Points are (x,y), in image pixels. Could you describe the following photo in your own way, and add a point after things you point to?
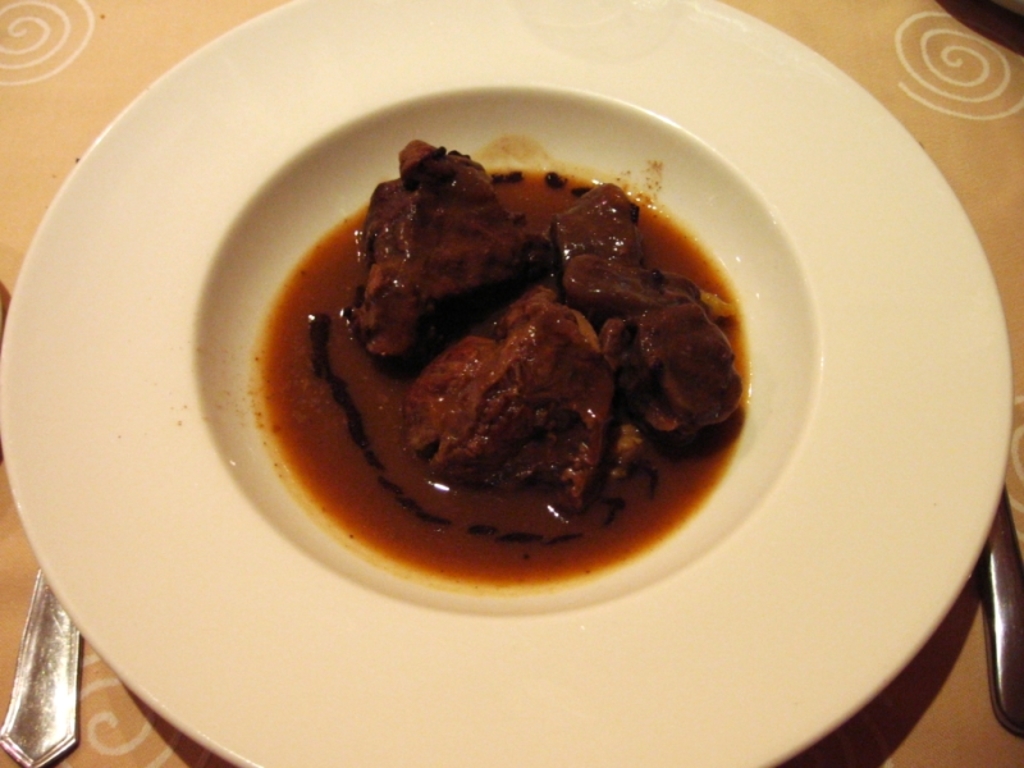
In this image we can see a plate (591,592) with some food (504,545) and spoons (79,700) on the table (88,687).
